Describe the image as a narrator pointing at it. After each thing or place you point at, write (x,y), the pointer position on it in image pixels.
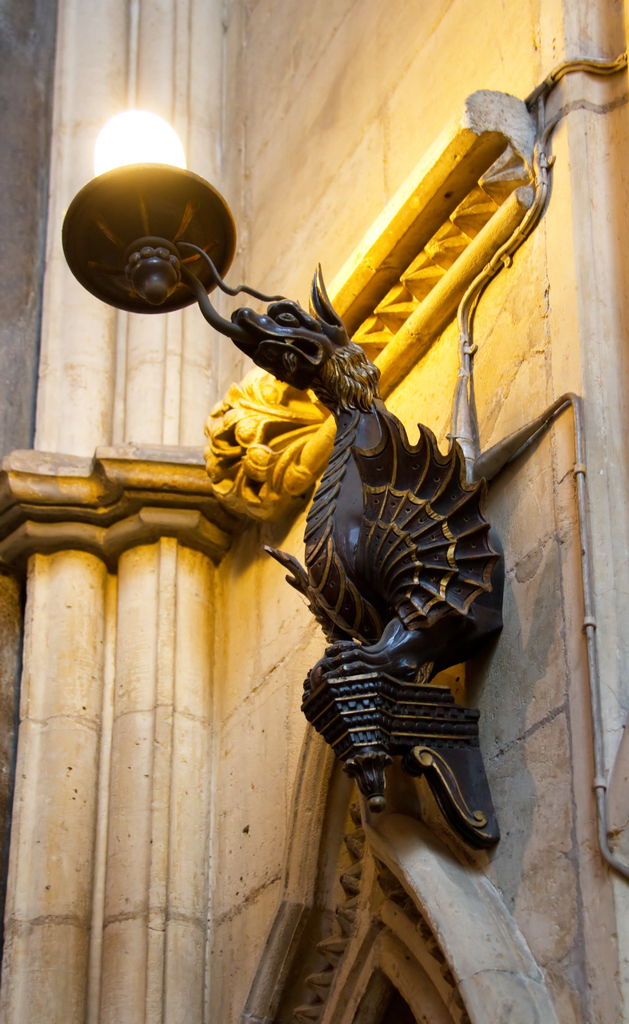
In the foreground of this image (431,705), there is a lamp light (181,232) to the wall (406,84). On the bottom (396,978), it seems like an arch (395,959).
